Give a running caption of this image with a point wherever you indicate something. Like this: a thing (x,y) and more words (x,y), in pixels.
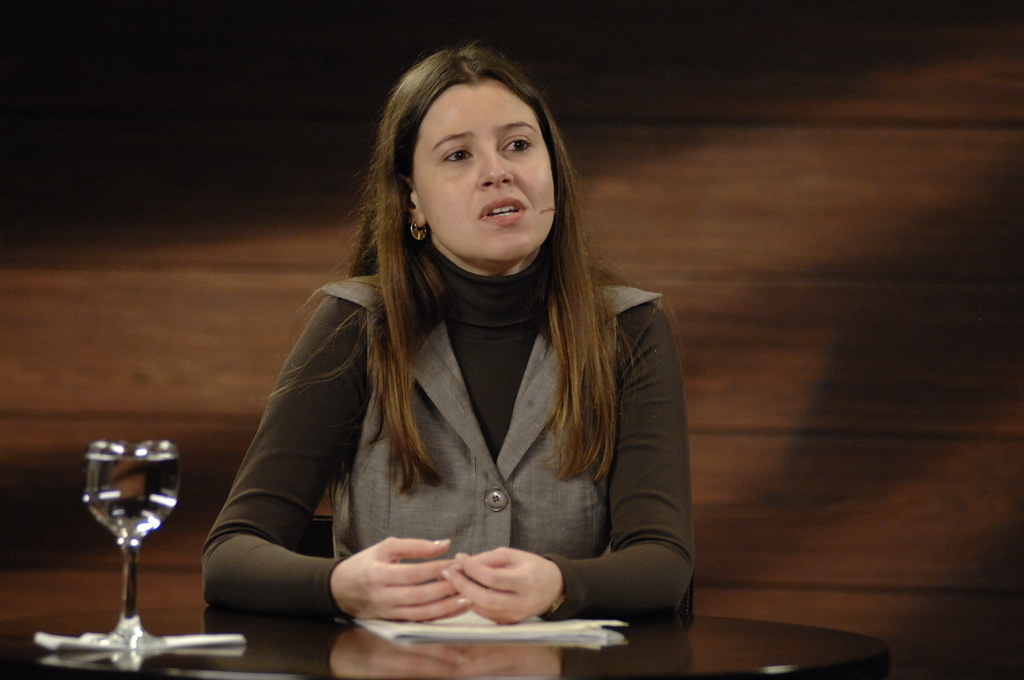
Front of the image we can see a table (261,656). Above this table (642,672) there is a glass (127,498) of water (125,458) and papers (600,627). Beside this table (649,633) a woman (325,490) is sitting on a chair (326,517). Backside of this woman (549,517) there is a wooden wall (841,228).
